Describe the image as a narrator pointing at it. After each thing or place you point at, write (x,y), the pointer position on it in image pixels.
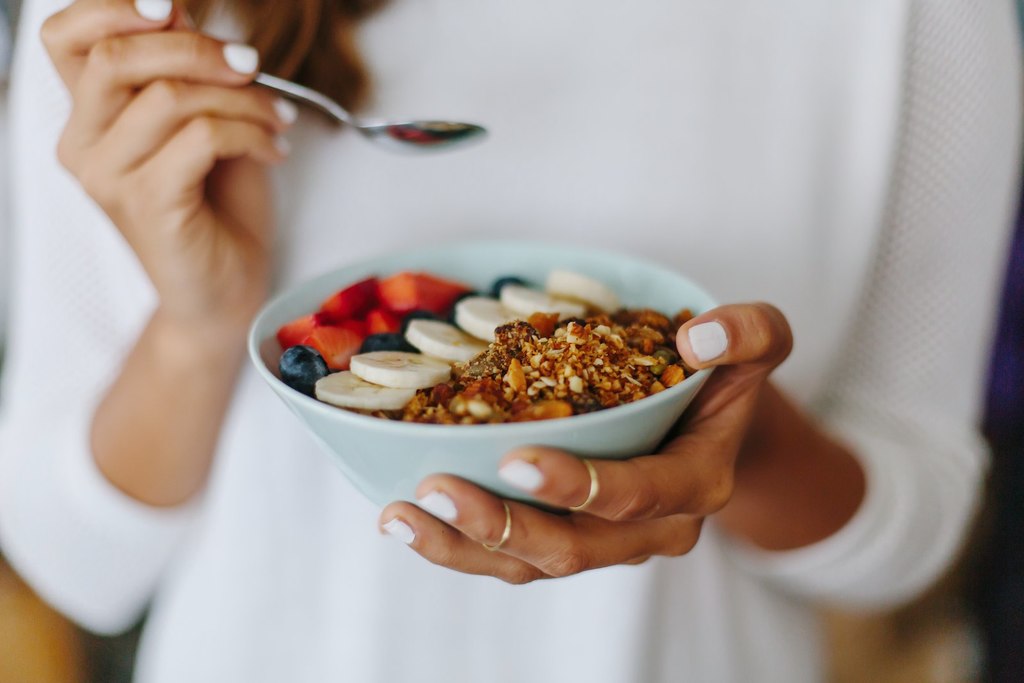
In this picture we can see a person (303,589) holding a bowl (539,268) with food items (507,324) in it and a spoon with her hands (227,86) and in the background (90,646) it is blurry.
